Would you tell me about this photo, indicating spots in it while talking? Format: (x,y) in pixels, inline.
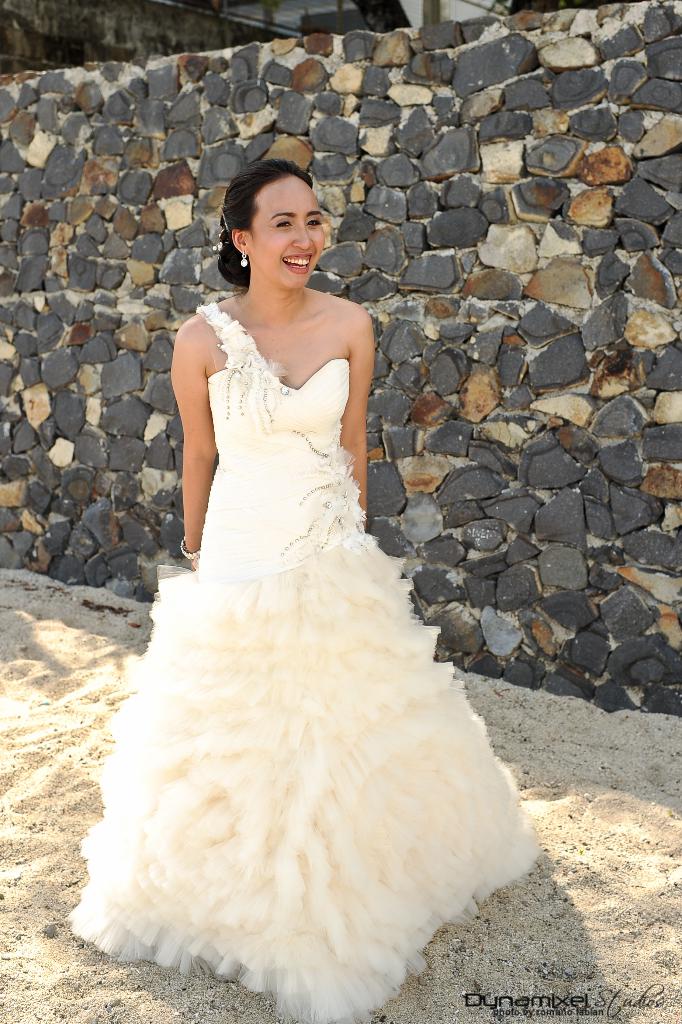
In this image, we can see a woman (239,657) standing on the sand surface (14,904), she is wearing a white dress (365,756). In the background (615,363), we can see the stone wall (74,168).
